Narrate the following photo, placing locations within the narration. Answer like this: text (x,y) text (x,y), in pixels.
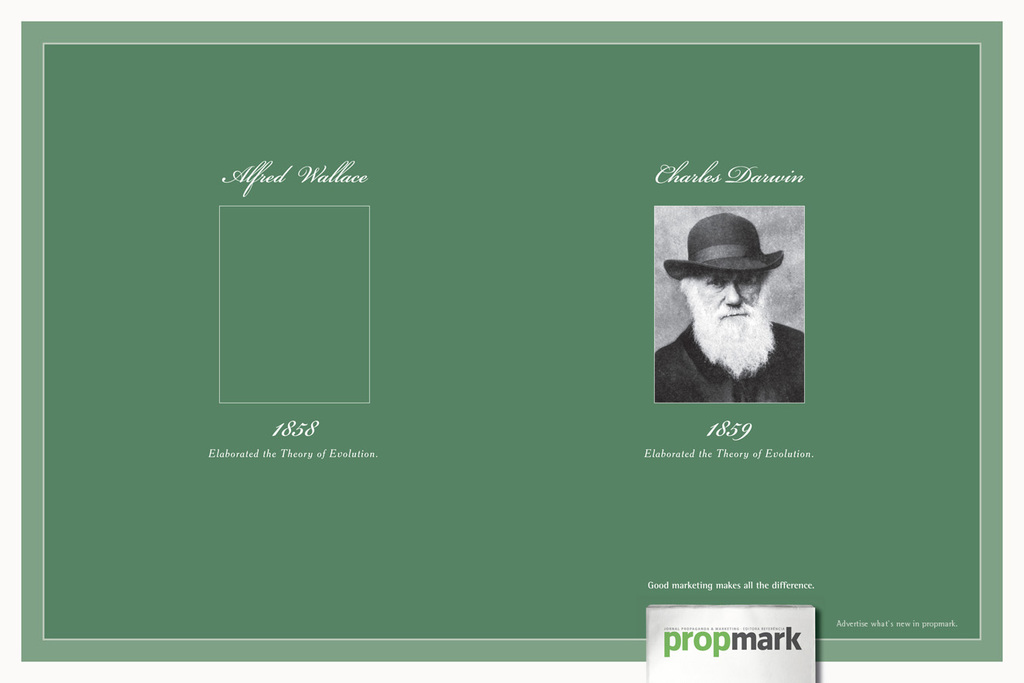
In this image we can see a photograph (737,342) of a man (719,324) pasted on green color sheet (836,254). And we can see some text (749,629).
